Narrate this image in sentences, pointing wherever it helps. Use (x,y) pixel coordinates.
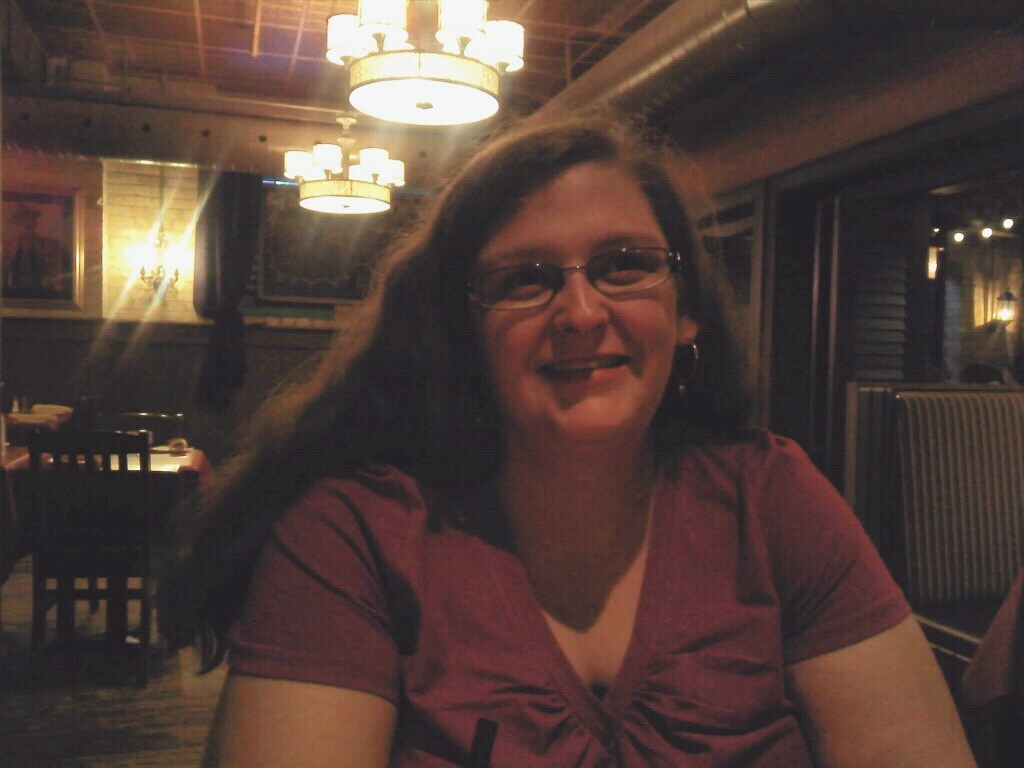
In this image I can see a woman (578,642) is smiling, she wore top (461,624). On the left side (162,425) there are dining chairs (111,490) and dining table (186,461), at the top (412,109) there are lights (404,118). On the right side (918,292) there is the glass wall (946,278).
